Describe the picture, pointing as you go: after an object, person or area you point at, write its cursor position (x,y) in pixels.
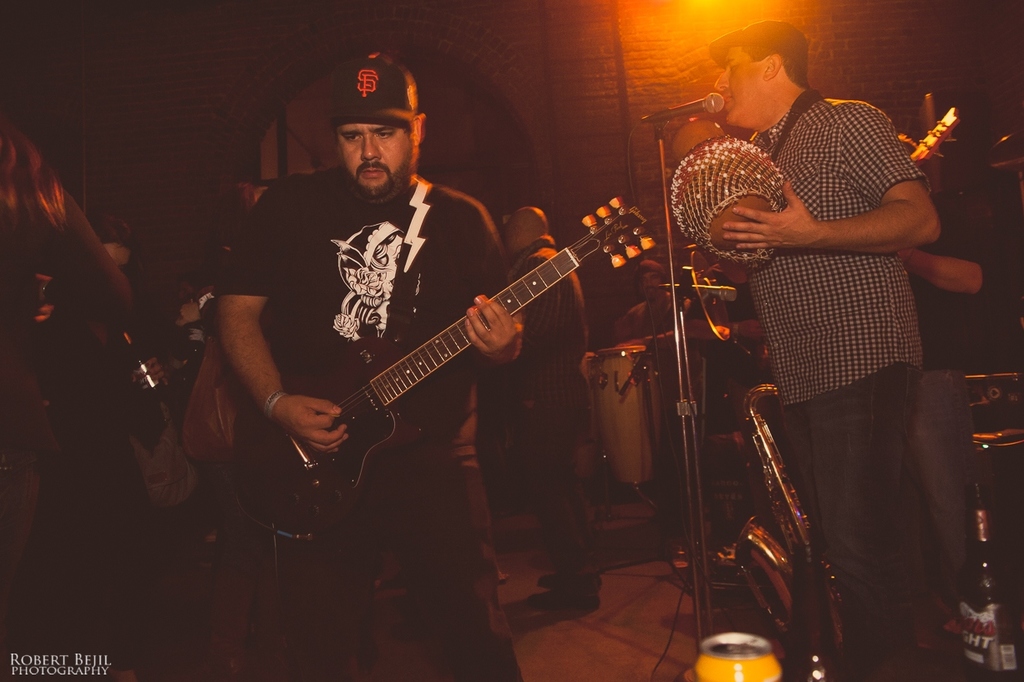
This image is taken in a concert. In the middle of the image (348,234) a man (372,96) is standing holding a guitar (418,349) in his hand (311,422). In the left side of the image (78,233) there is a person (49,349) standing. In the right side of the image (886,163) a man (833,135) is standing and holding a shaker (762,208) in his hand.
